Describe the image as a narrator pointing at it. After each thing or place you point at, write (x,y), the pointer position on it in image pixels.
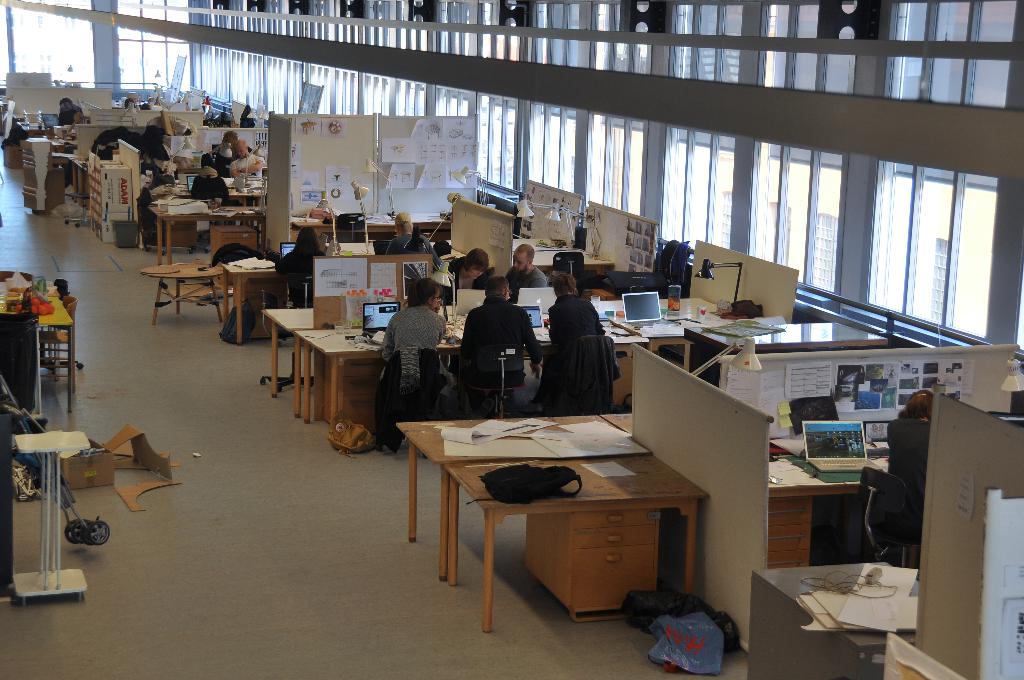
An indoor picture. we can able to see persons (578,317) are sitting on chair (488,366). In-front of them there are tables (366,225). On this tables (787,329) there are laptops (819,446) and things (753,313). On this boards (322,169) there are posters (837,388), papers (814,374) and notes (787,416). On floor (188,526) there is a cardboard box (71,470) and plastic covers (690,617). On this table (554,461) there are papers (454,440) and bag (535,485).
